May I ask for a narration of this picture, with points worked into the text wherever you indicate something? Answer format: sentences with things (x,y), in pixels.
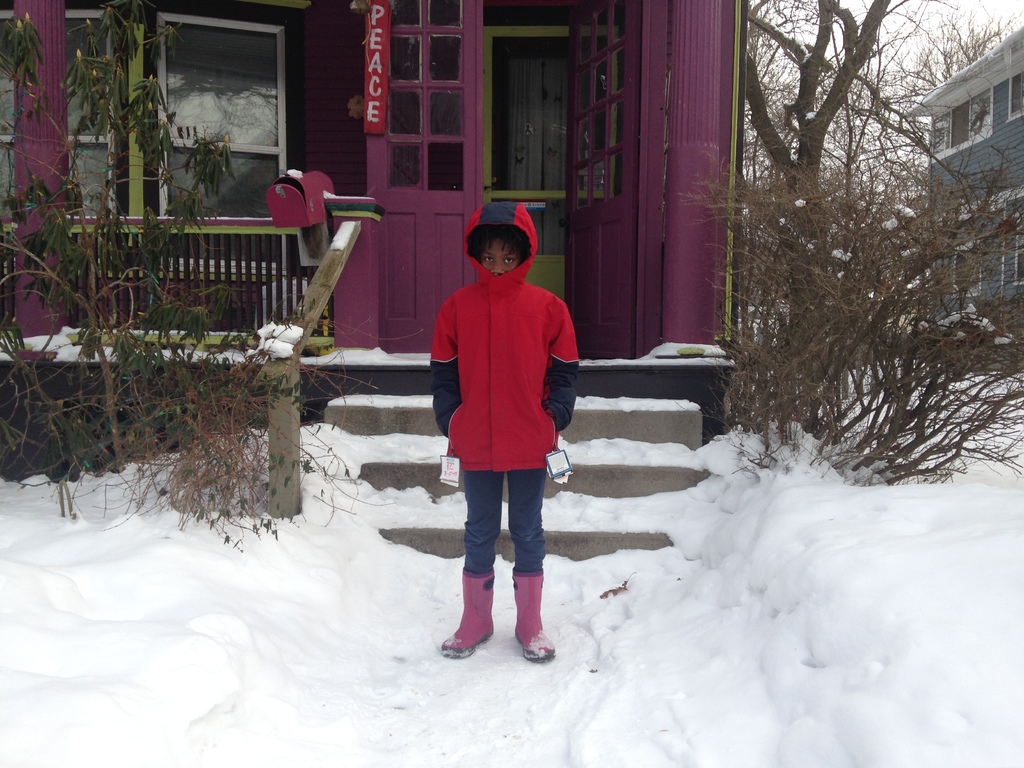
In the center of the image (518,280) we can see a boy (526,363) standing. In the background (502,180) we can see the buildings (660,142), stairs (363,427), trees (102,475), a red color text board (366,110) attached to the door (409,156). We can also see the sky (893,34) and also the snow (266,591) at the bottom (126,687).
